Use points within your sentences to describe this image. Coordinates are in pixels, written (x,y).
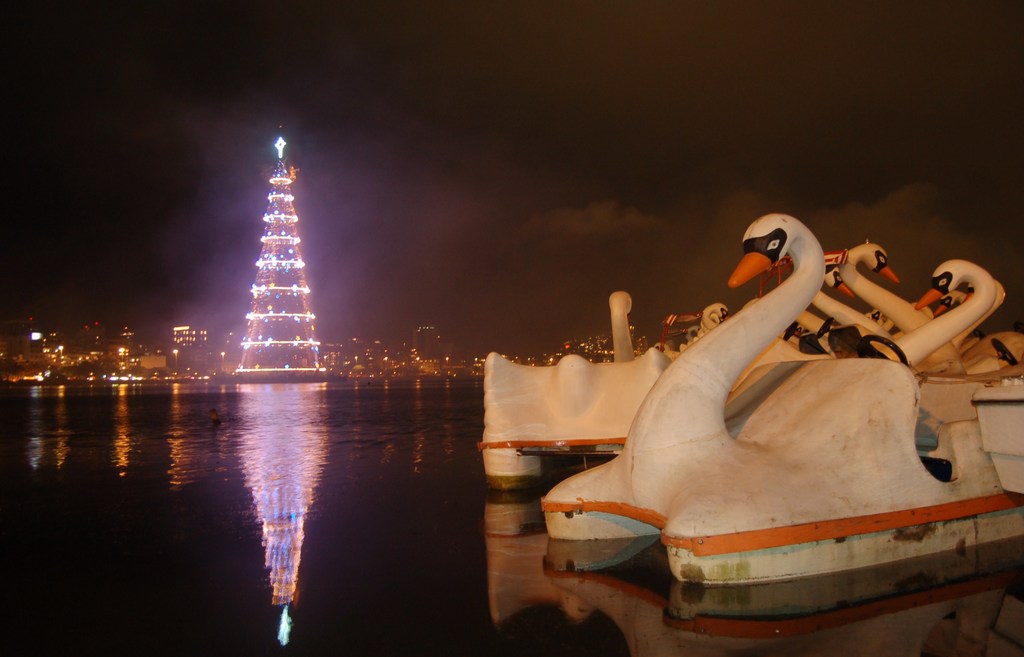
On the right side of the image (843,397) there are boats (900,437). At the bottom (171,524) we can see river (259,498). In the background (304,331) there are buildings (112,344), tower (269,276) and sky (407,209).
